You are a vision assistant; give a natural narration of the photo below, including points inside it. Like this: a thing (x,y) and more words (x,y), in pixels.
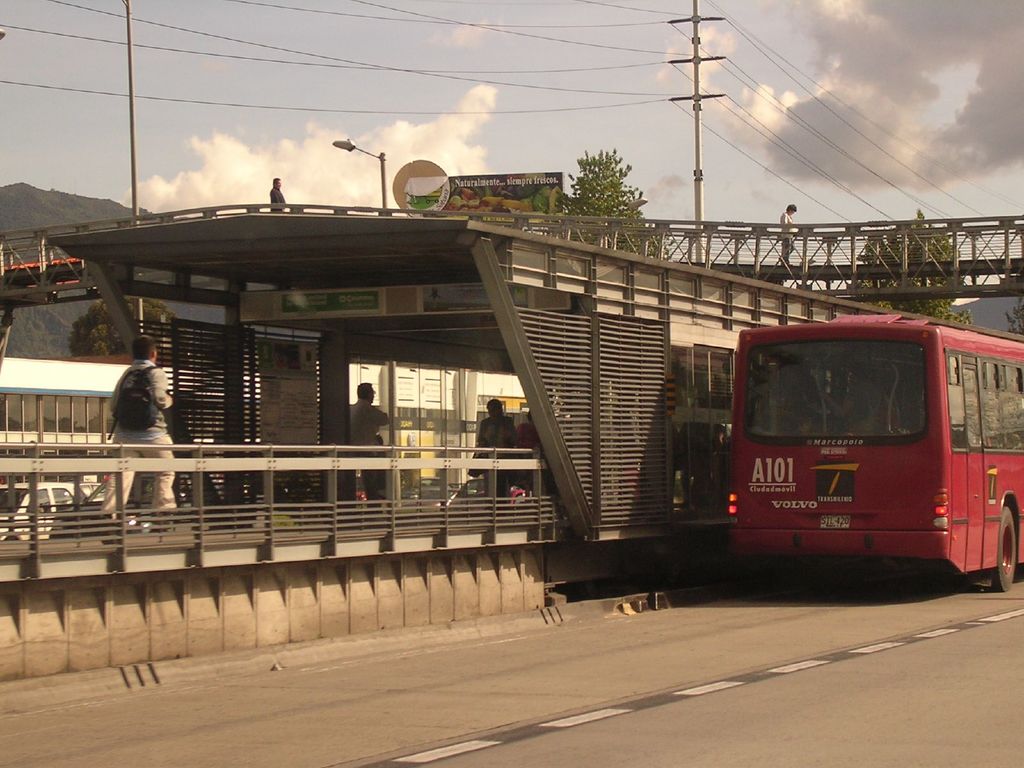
This picture is taken on the wide road (669,673). In this image, on the right side (908,525), we can see a bus (912,493) which is in red color is placed on the road (947,607). On the left side (174,495), we can see a man (160,415) wearing a backpack (146,424) is walking. On the left side (43,502), we can also see a car (43,502). In the middle of the image (373,388), we can see two men (488,447). In the background (61,420), we can see buildings (10,390) and a bridge (855,249), a person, hoardings (549,176), street light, electric pole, electric wires (610,107), trees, hill (63,198). At the top (280,22), we can see a sky (358,118) which is a bit cloudy, at the bottom (837,634), we can see a wide road (730,653).
